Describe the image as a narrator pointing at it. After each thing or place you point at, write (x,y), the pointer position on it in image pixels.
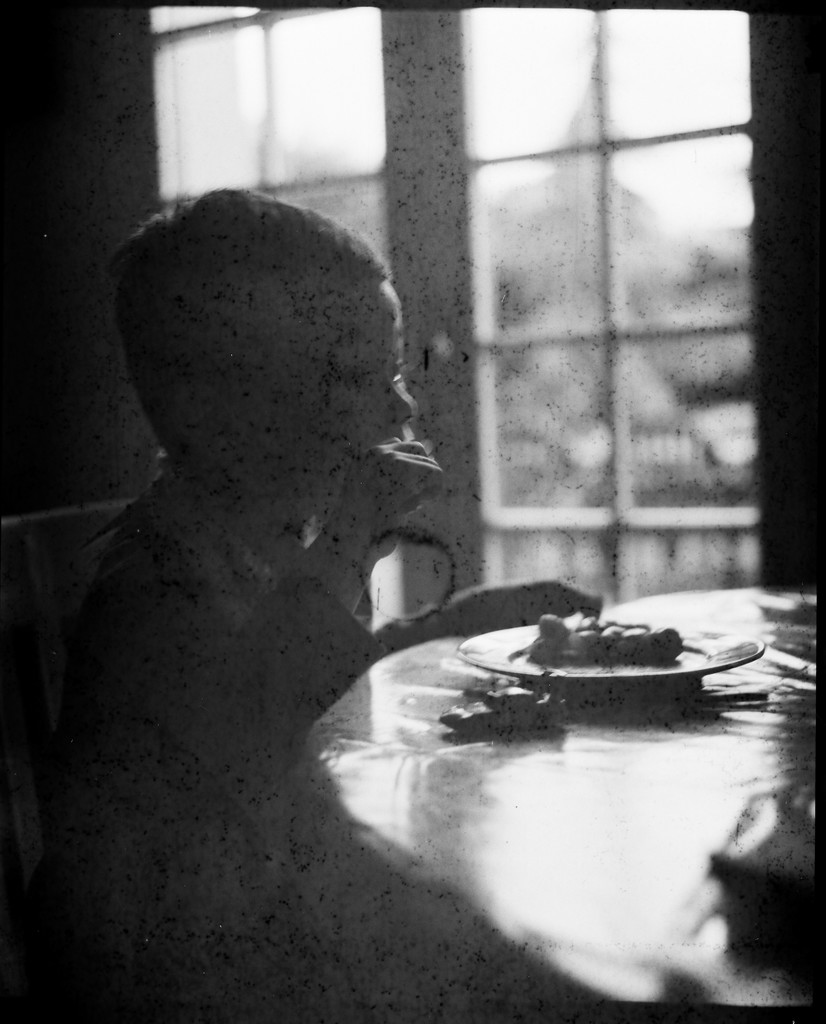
This picture is blurry and dark, in this picture there is a kid (144,708) sitting on a chair (73,733) and we can see plate (626,671) with food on the table (642,907). In the background of the image (478,479) we can see glass window (634,473).
